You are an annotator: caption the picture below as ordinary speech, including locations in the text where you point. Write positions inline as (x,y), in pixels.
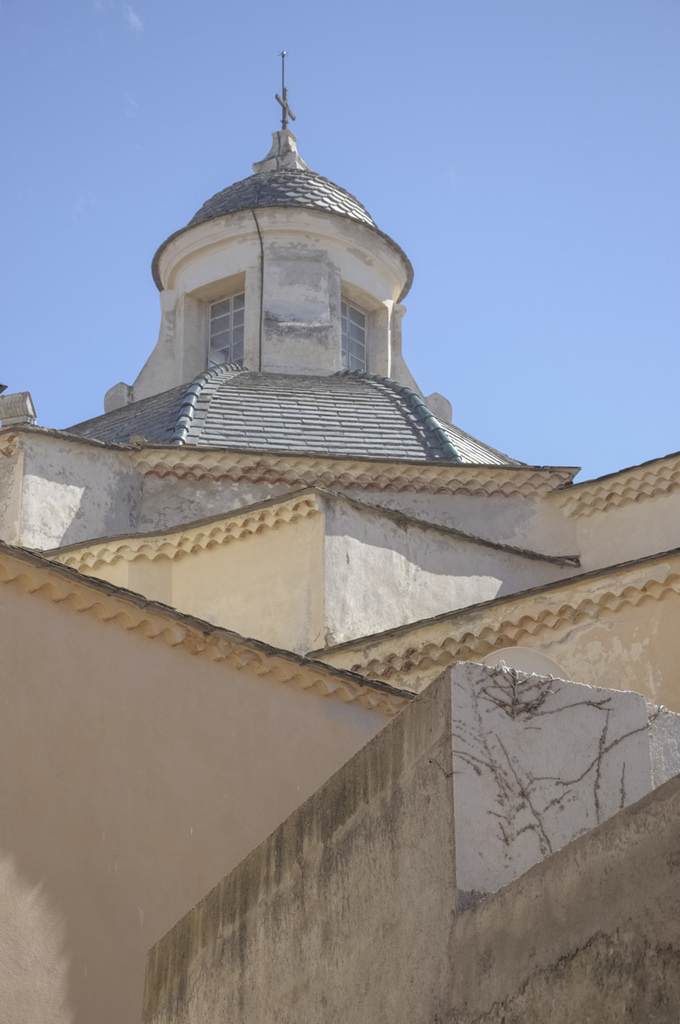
In this picture we can see a building (208,490) and on the building (257,270) there is a pole (287,107). Behind the building (257,319) there is the sky (333,149).
